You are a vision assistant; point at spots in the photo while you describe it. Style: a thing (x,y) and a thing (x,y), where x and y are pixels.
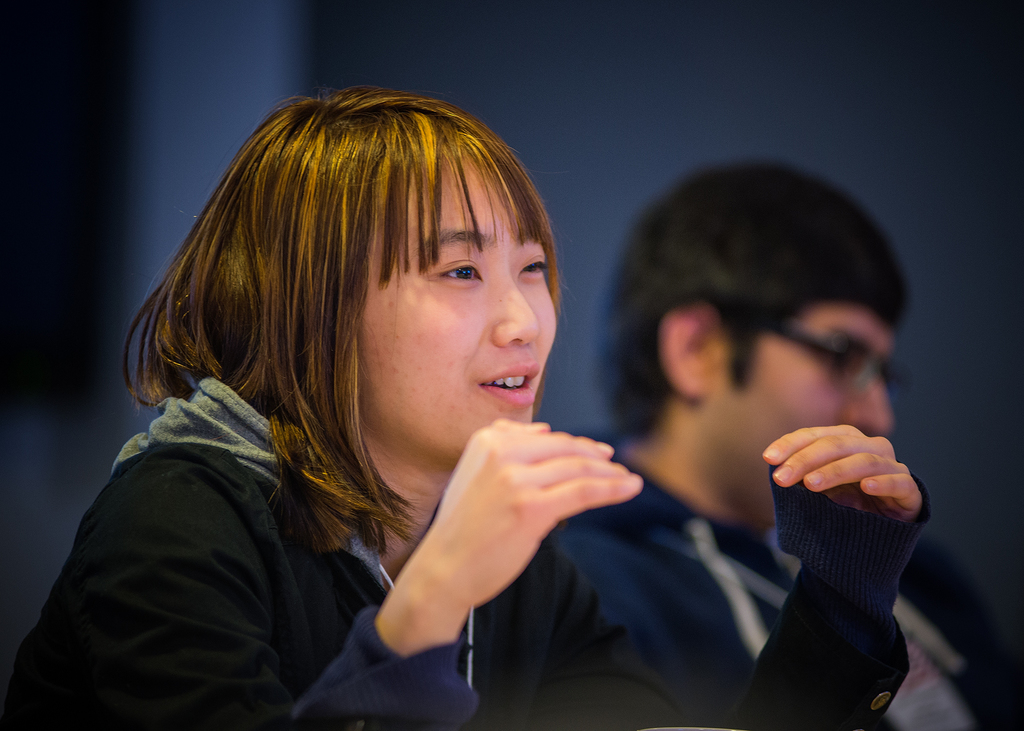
In the center of the image (438,464) we can see one woman (466,542) sitting and she is smiling, which we can see on her face (456,425). In the background (555,394) there is a wall (677,175) and one person (814,309) sitting and wearing glasses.
